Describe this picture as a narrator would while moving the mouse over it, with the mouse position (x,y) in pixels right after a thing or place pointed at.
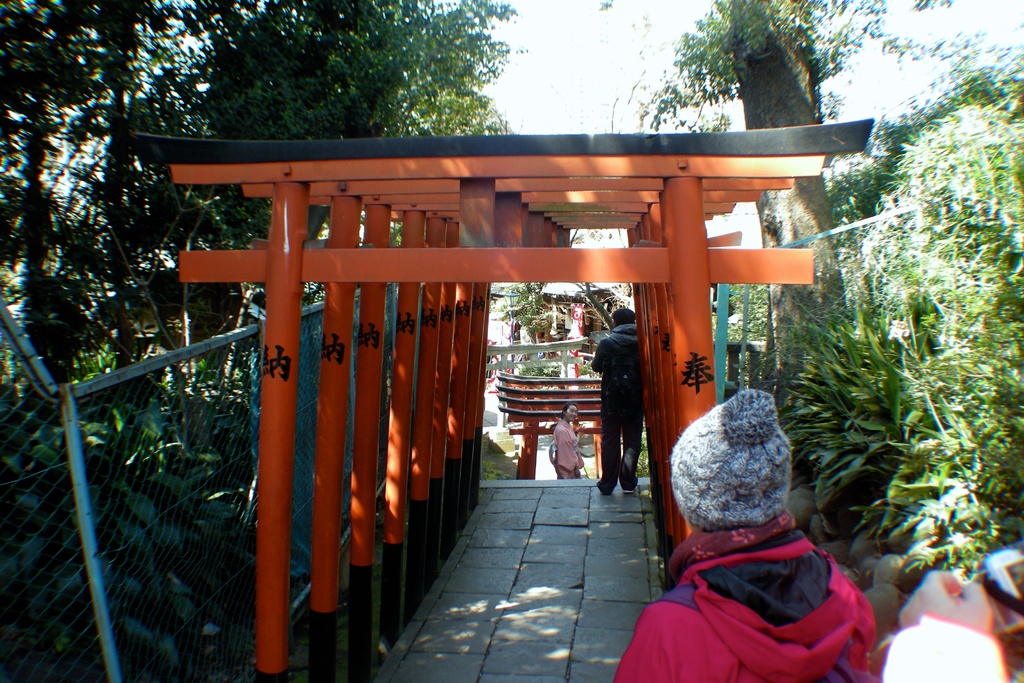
In the center of the image (423,427) we can see torii gates (594,217) and there are people (635,451). On the left (68,431) there is a mesh (114,527). In the background (52,352) there are trees (978,350) and sky (574,60).
